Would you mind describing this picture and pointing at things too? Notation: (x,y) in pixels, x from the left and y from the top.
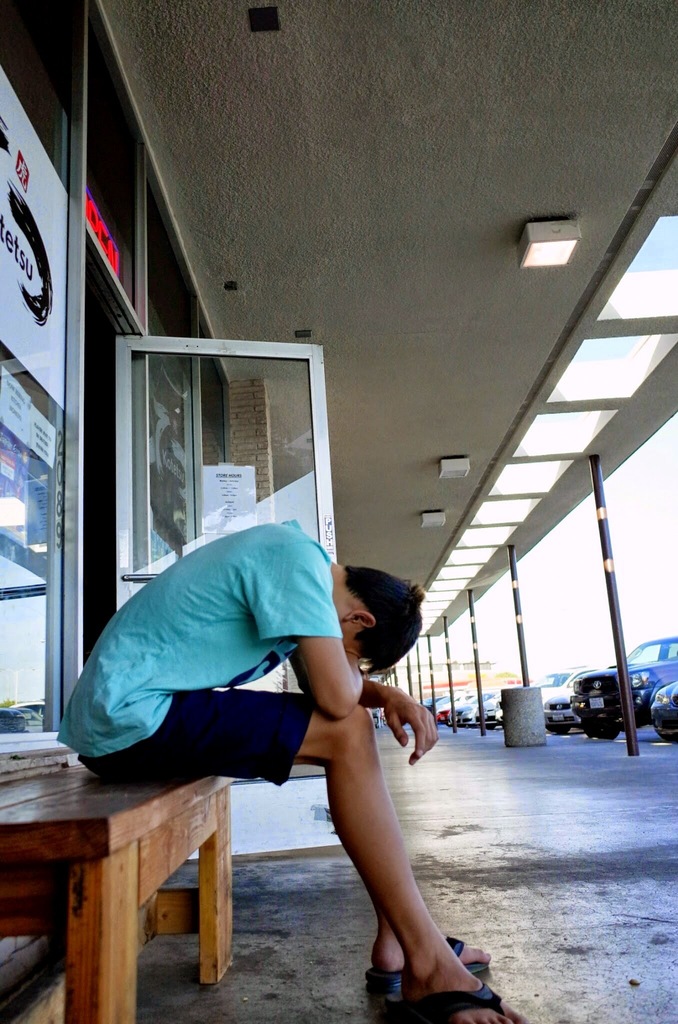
This is the picture of a place where we have a person (356,787) sitting on the bench (148,860) and also we can see some cars (653,660), poles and some lights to the roof (409,566).
